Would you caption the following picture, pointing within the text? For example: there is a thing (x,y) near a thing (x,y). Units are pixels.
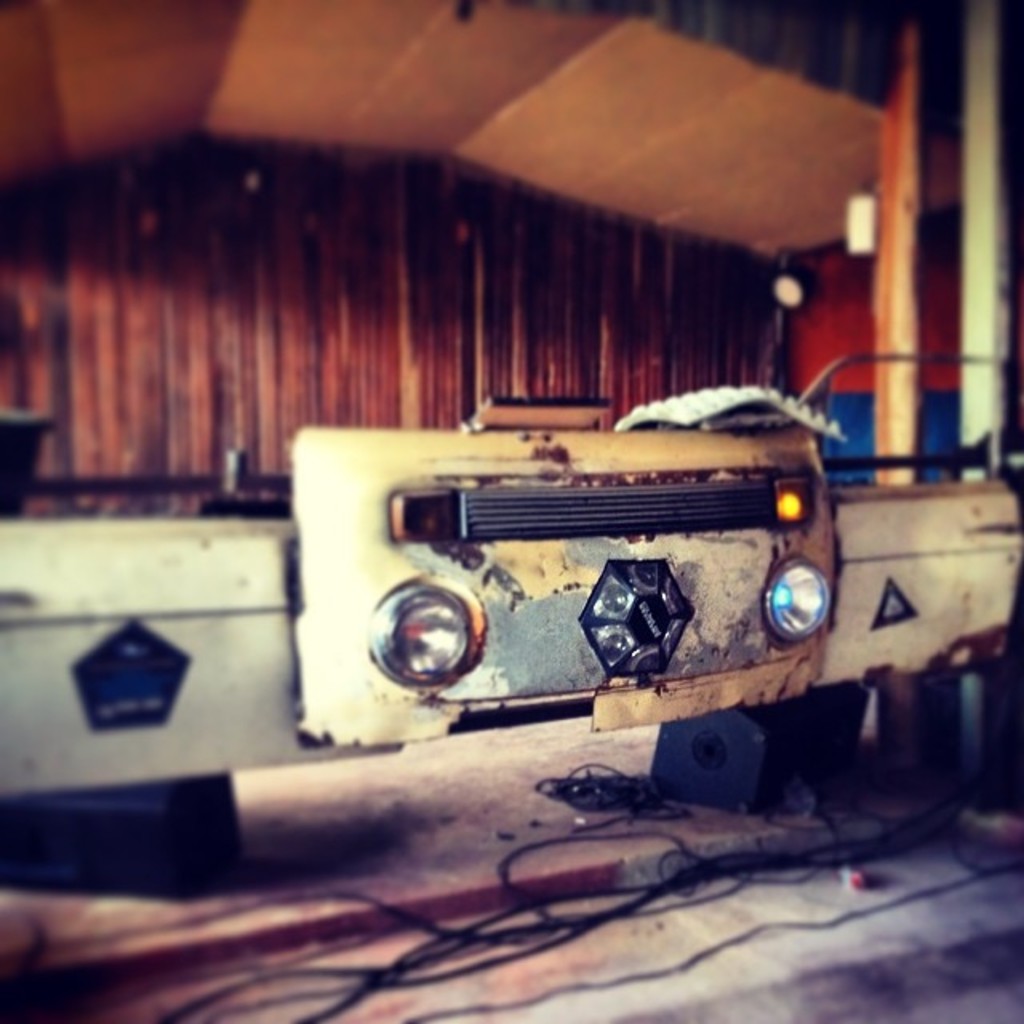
In this image we can see the part of a car (627,681) which looks like a front bumper (689,698) with lights (658,612) and we can see some objects (34,878) on the floor (914,919) and in the background (515,308), we can see an object (452,330) which looks like a wall (494,381).
